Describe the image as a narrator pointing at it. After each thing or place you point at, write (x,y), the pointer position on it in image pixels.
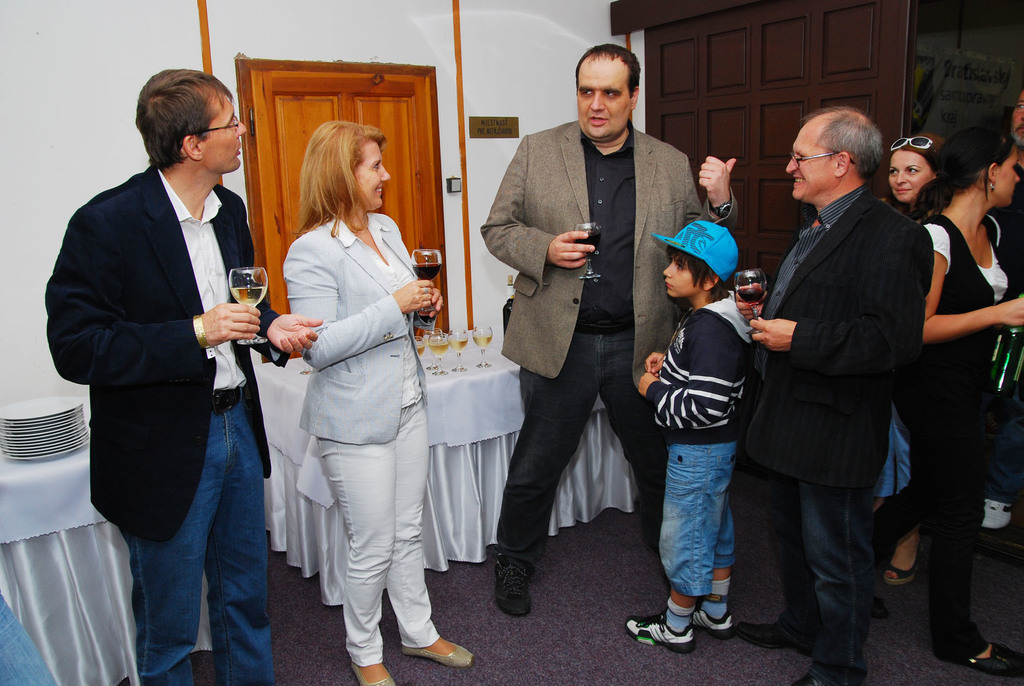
In the center of the image (383,354) we can see people (786,281) standing and holding wine glasses (752,328). In the background (452,454) there are tables (596,407) and we can see glasses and plates (39,440) on the tables (66,481). We can see doors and a wall (283,49).
